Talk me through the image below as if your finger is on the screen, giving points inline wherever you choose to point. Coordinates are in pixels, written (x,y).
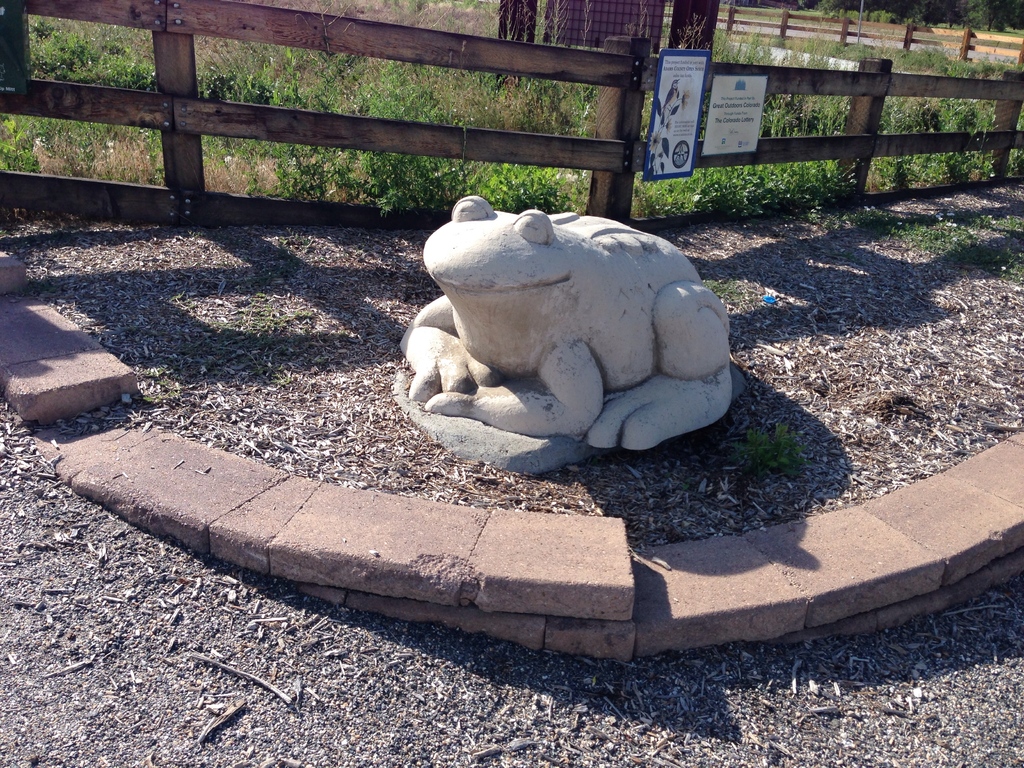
In this image we can see a frog statue (489,314), wooden fence (168,50), plants (294,82), advertisement boards (683,97) and trees (972,20).
